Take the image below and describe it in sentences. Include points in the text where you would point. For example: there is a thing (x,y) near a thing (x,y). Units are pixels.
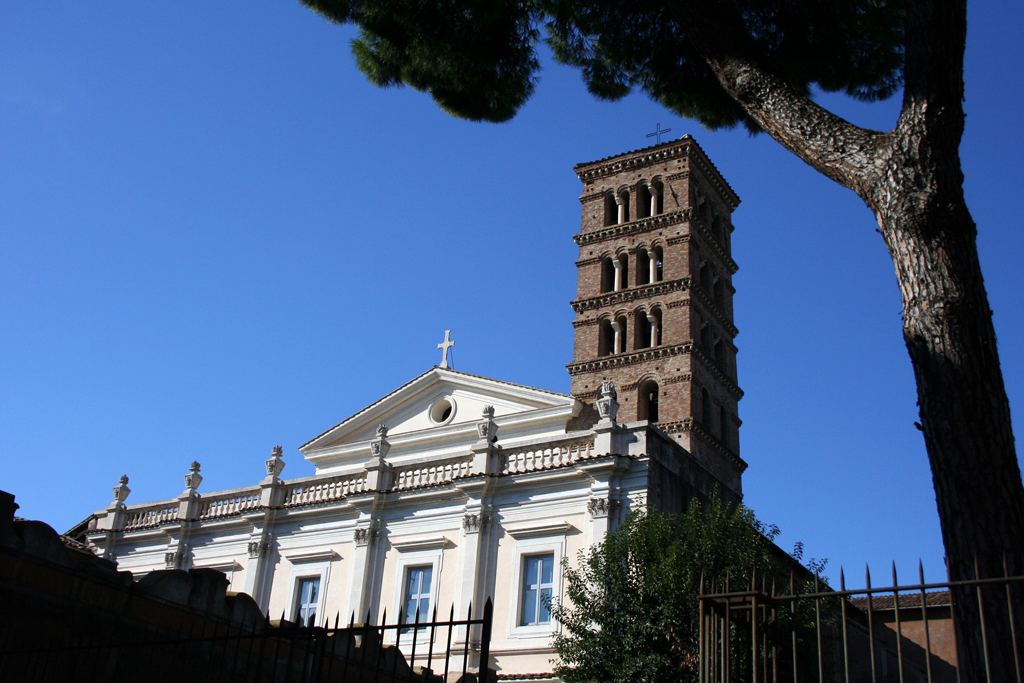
In this image in front (926,616) there is a metal fence (844,622). There are trees (747,7). In the background of the image (619,475) there are buildings (609,517) and sky (274,265).
